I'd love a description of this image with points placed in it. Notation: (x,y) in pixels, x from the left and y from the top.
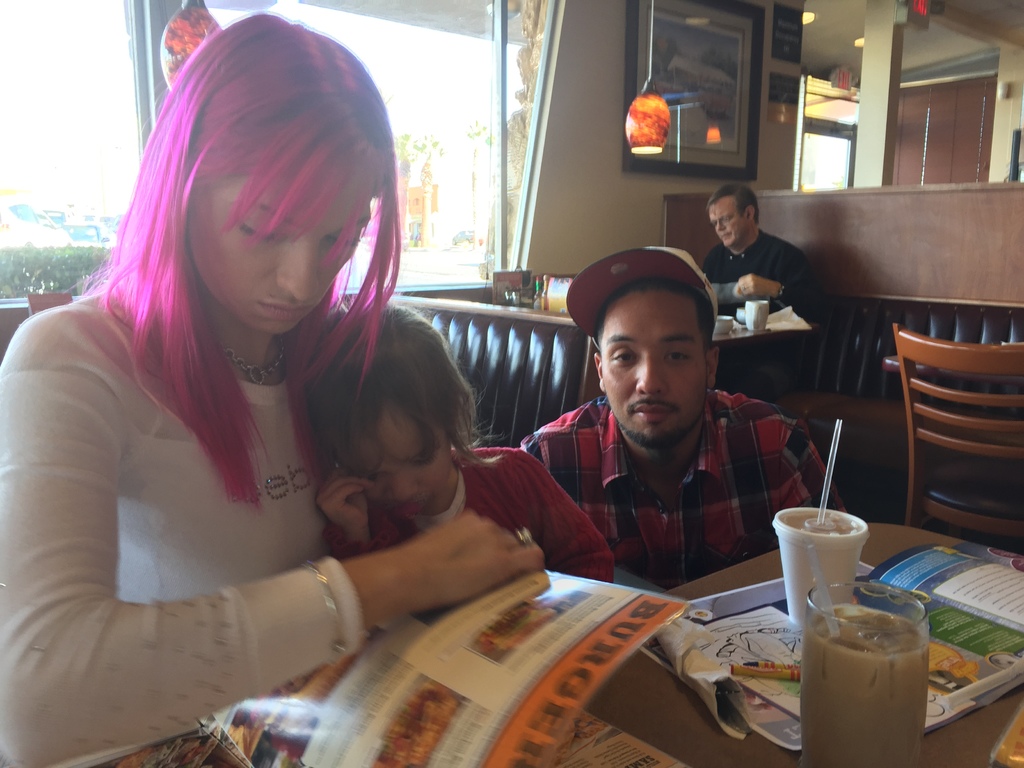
There are few people (677,293) sitting on the chair (541,394) at the table (750,632). On the table (757,757) we can see a glass (848,640) and a cup (802,577), a book (797,634). Through window (50,209) we can see vehicles (50,209).
